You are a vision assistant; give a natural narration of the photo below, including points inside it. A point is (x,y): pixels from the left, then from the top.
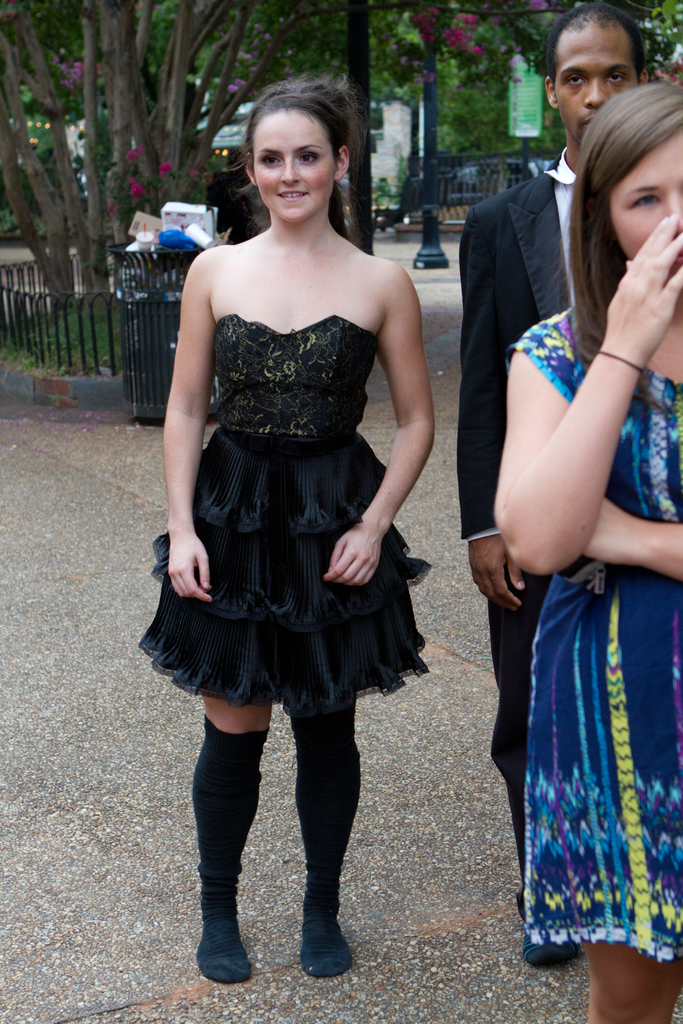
In the center of the image (349,582) we can see a girl (330,612) standing. She is wearing a black dress (312,556), next to her there is a man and a girl (586,663). In the background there are trees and a fence (114,353). We can see a bin (140,340). There is a pole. We can see flowers (461,35).
